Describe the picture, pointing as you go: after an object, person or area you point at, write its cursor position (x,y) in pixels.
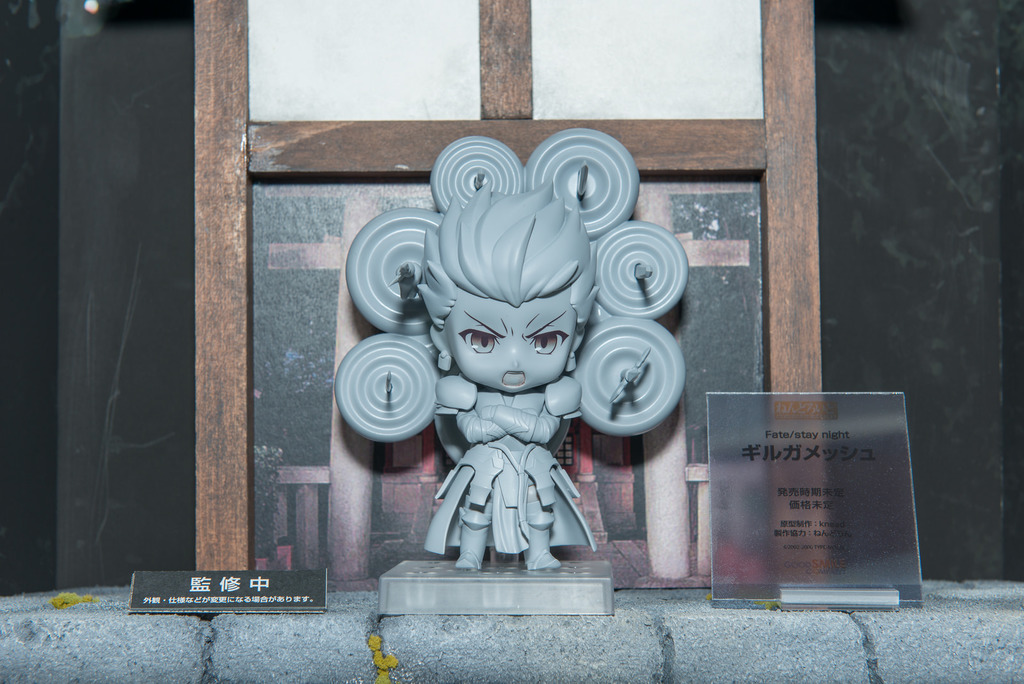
In the image we can see a pedestal (540,609) and frame (814,371). Behind them there is wall (907,49).
